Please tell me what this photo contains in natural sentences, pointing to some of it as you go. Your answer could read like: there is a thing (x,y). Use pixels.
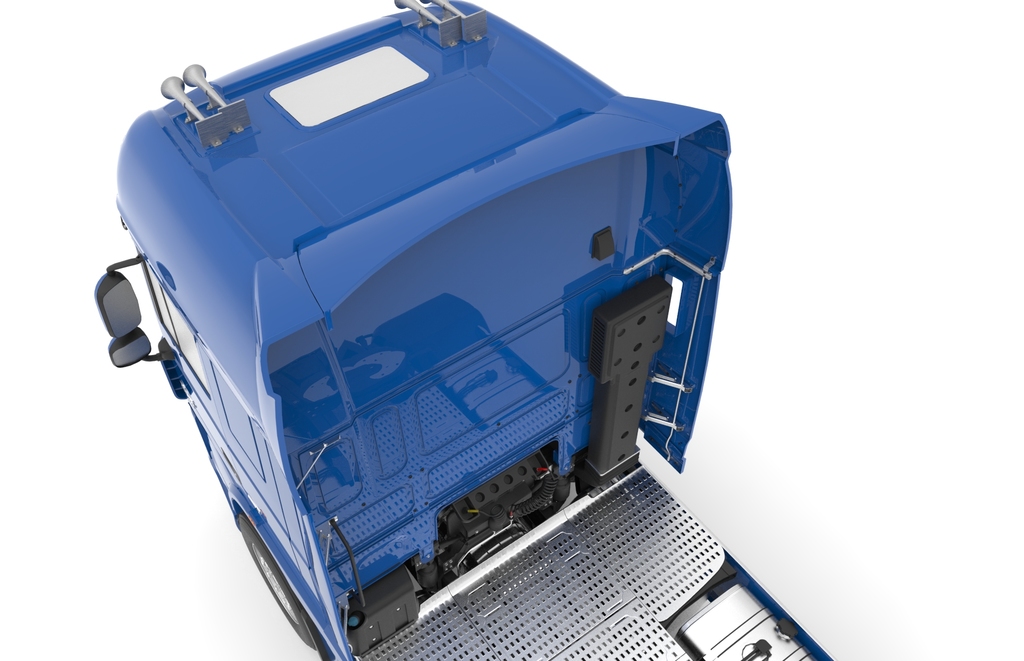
In this picture I can observe a truck (287,292) which is in blue color. The background (100,524) is in white color.
